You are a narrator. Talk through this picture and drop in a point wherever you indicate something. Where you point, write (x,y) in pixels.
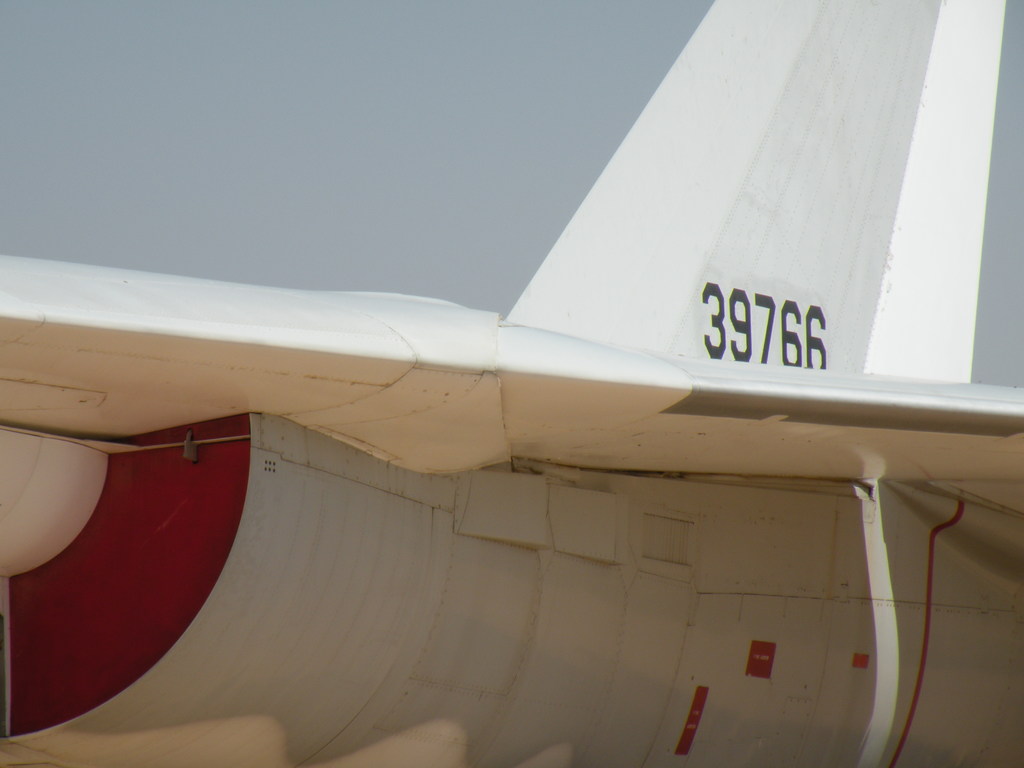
In this image we can see an aeroplane (308,587). In the background (362,193) there is sky (322,205).
